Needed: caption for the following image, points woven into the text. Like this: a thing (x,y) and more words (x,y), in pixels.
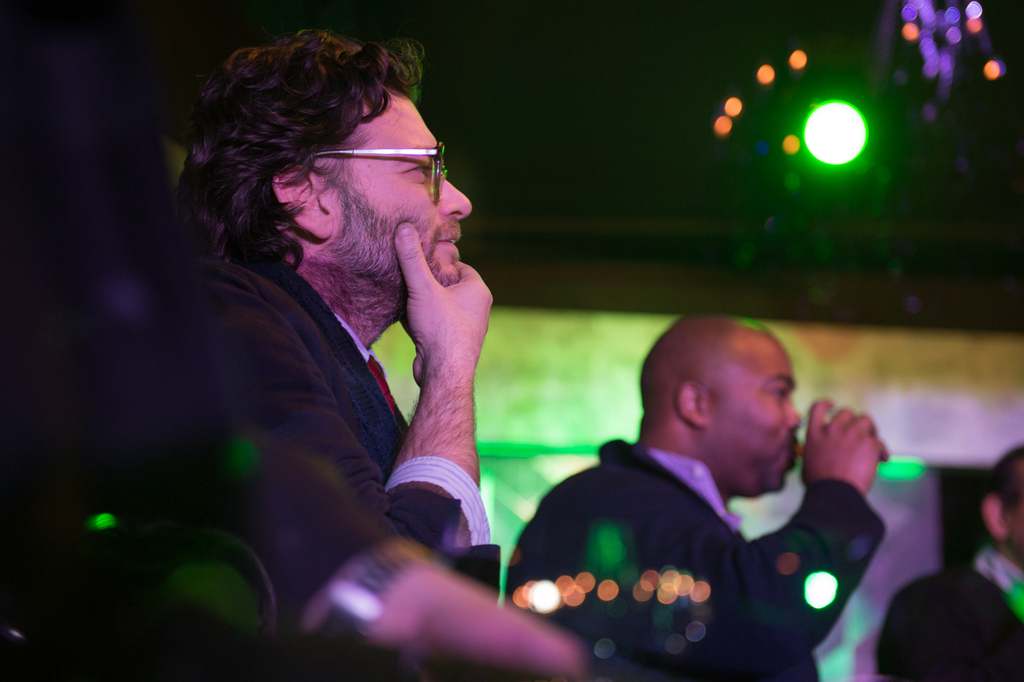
In the image I can see a man (385,86) on the left side (194,224). I can see another man (816,408) and he is holding a glass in his right hand (816,425). There is another person (1012,659) on the bottom right side (948,670) though his face (1021,512) is not visible. There is a decorative lamp (793,65) on the top right side (925,102).
